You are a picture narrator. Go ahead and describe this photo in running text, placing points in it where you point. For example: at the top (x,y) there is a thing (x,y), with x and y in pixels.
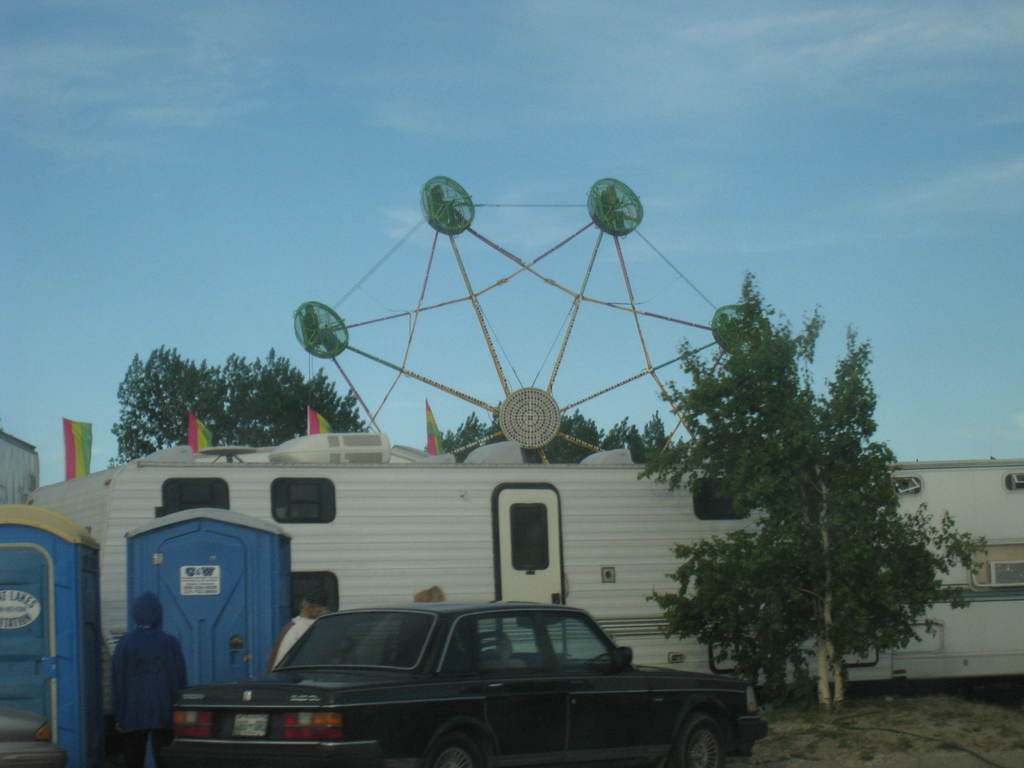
In this picture we can see a car (308,688) and some people (145,699) standing on the ground (869,702), trees (205,390), containers (648,490), booths (284,572) and in the background (481,397) we can see the sky (494,397) with clouds (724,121).
